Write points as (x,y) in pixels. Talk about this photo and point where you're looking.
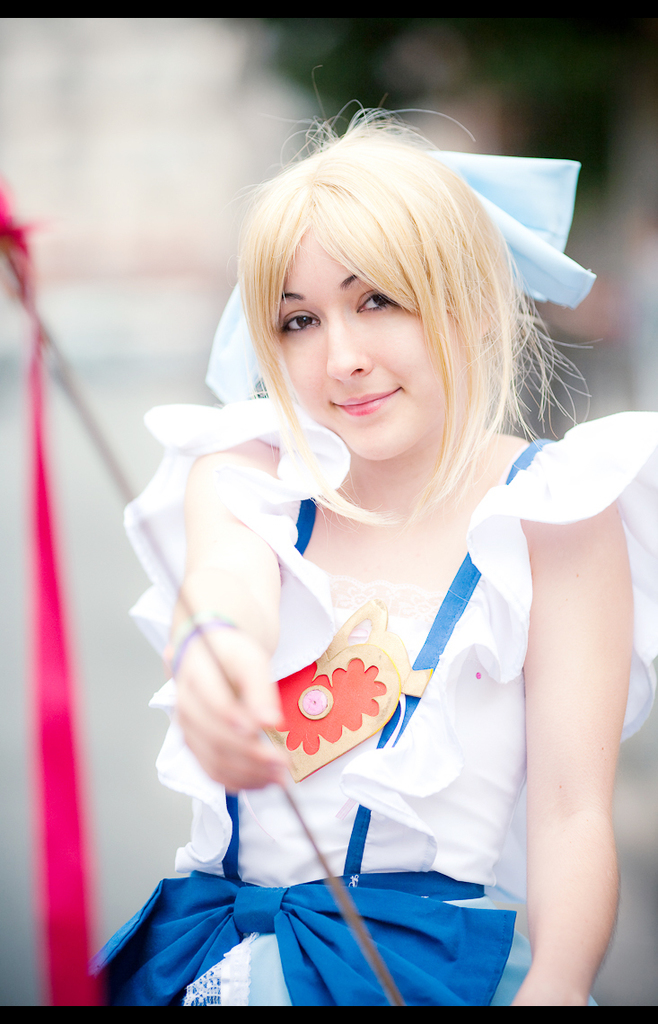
In this image, we can see a girl (509,692), she is holding an object (27,288) and there is a blur background (559,57).
